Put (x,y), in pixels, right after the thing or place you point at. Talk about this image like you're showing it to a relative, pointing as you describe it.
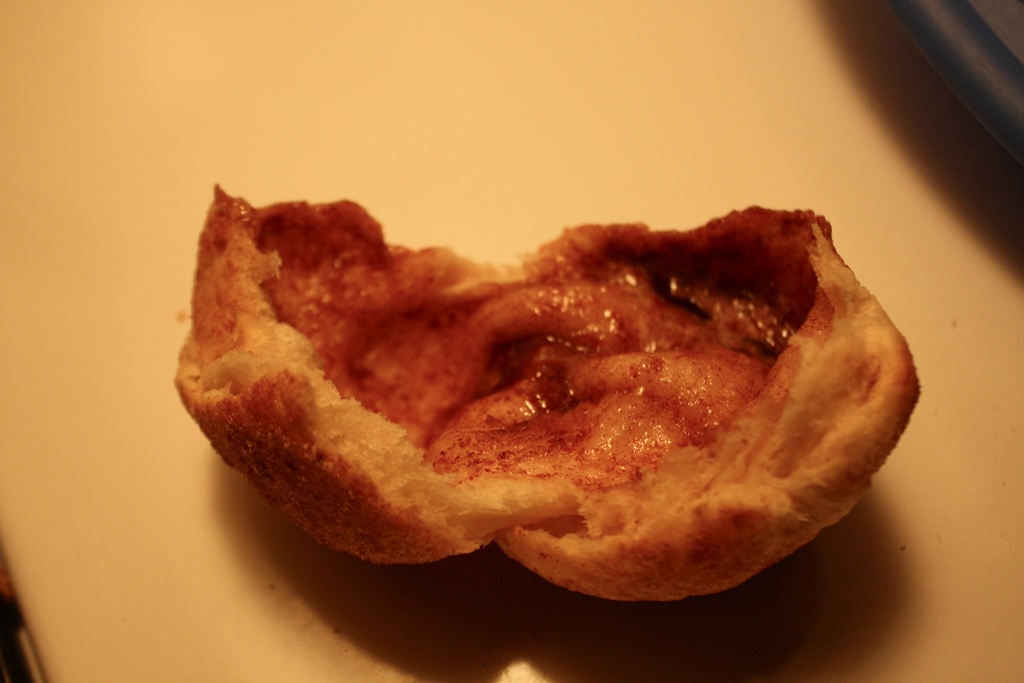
In the center of the image (474,418) we can see a food item (681,419) placed on the table (525,649).
